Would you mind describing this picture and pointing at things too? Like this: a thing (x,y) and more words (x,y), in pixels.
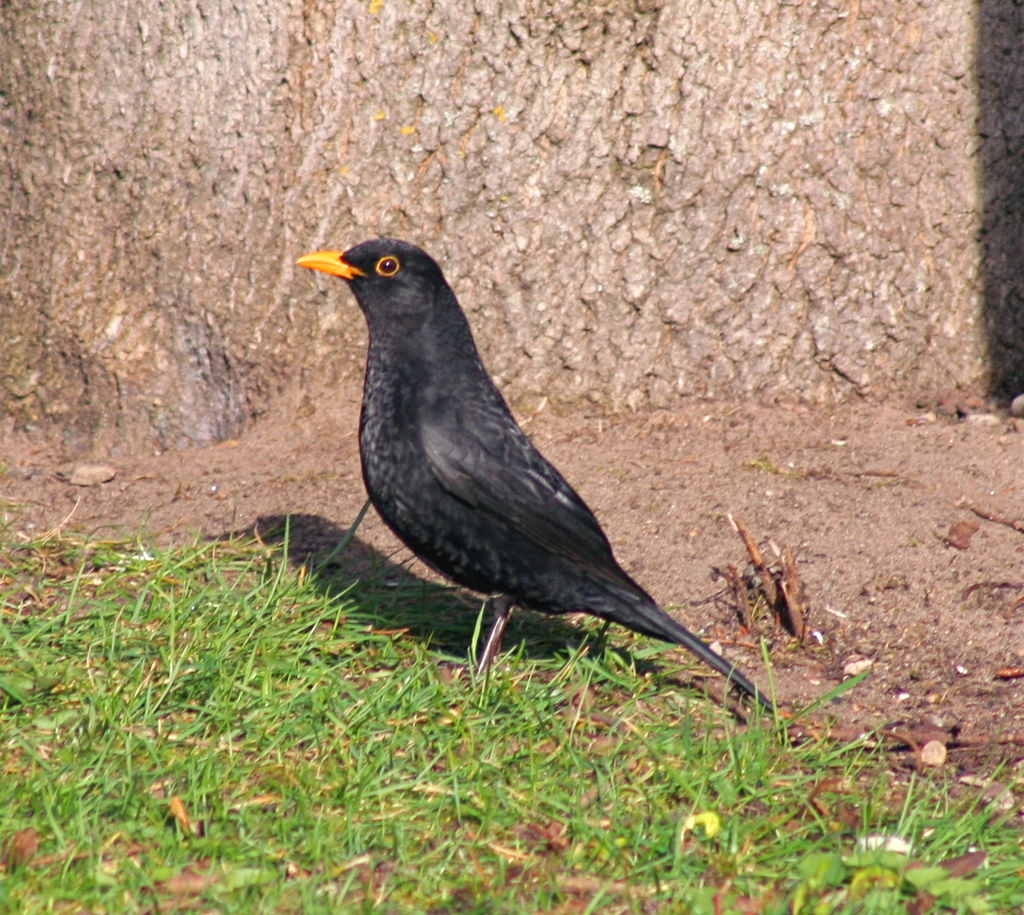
In the background (636,145) portion of the picture we can see a tree trunk (375,166). We can see a black bird (381,488) on the ground (620,674). At the bottom portion of the picture (570,859) we can see green grass (511,847).
